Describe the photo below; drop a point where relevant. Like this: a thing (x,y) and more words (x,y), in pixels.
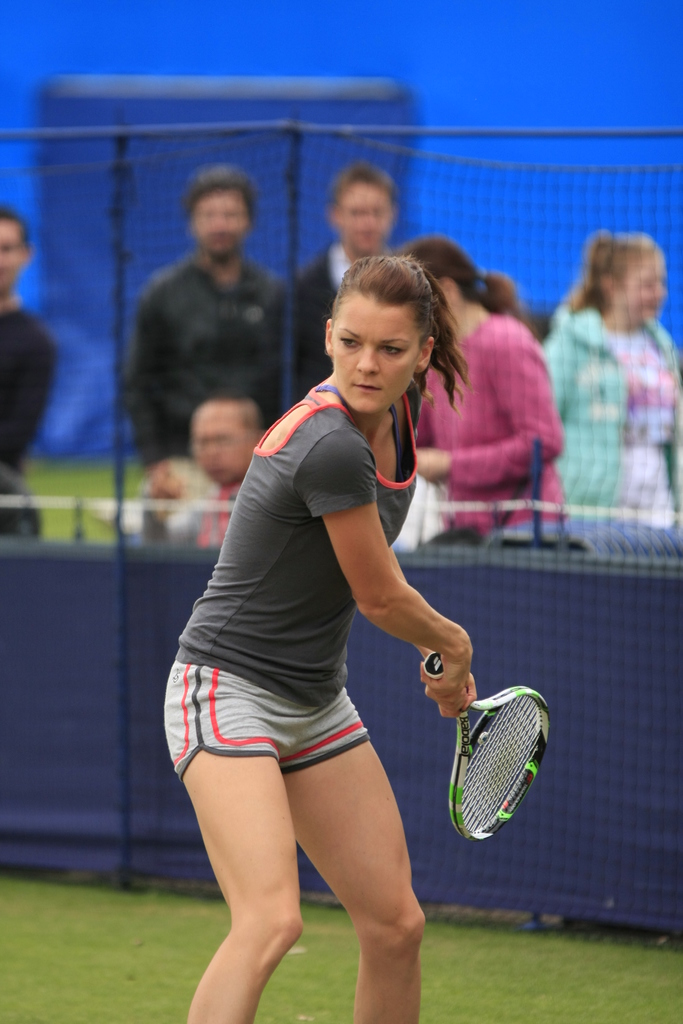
A woman (221,837) standing and holding tennis racket (467,750) in her hands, behind her there are few people (45,348) and a fence (658,660).
